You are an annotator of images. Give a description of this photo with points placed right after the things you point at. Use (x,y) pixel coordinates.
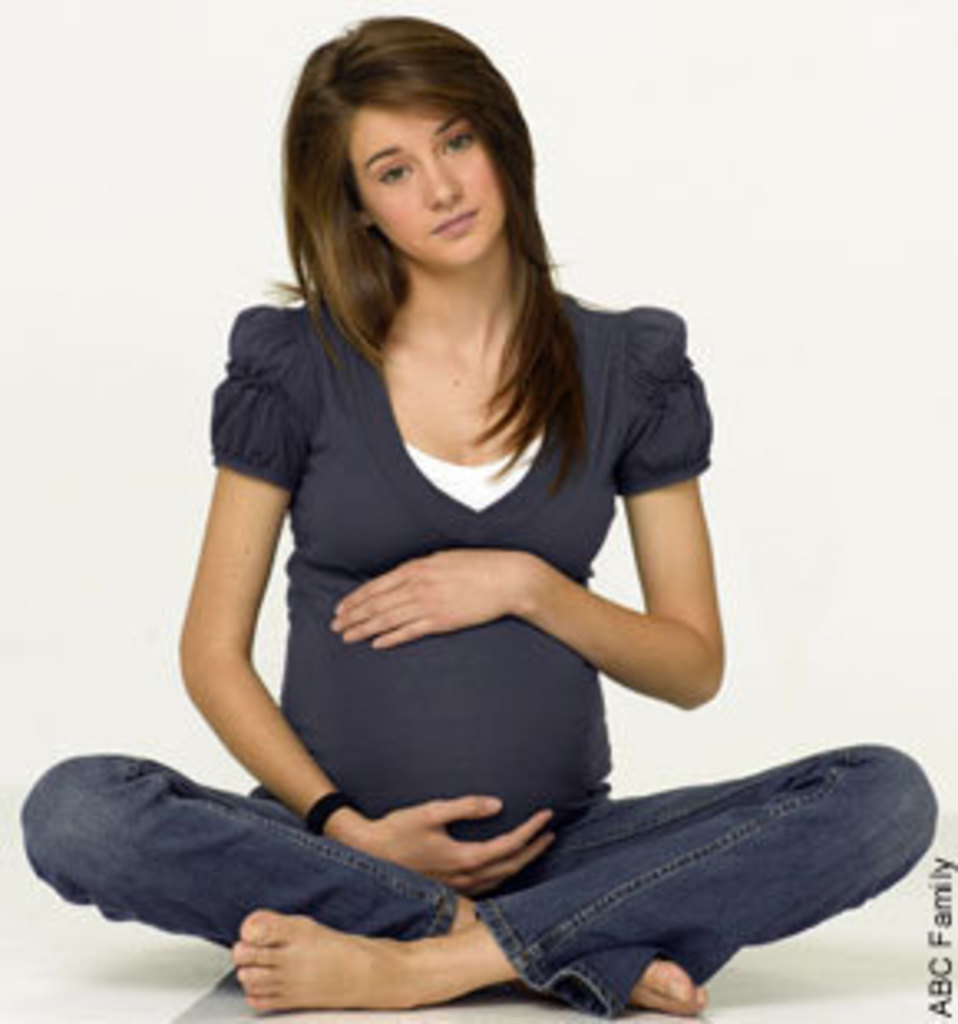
In this image we can see a pregnant lady (570,709) sitting on the floor (413,1011). In the background (849,407) there is a wall (743,69).
